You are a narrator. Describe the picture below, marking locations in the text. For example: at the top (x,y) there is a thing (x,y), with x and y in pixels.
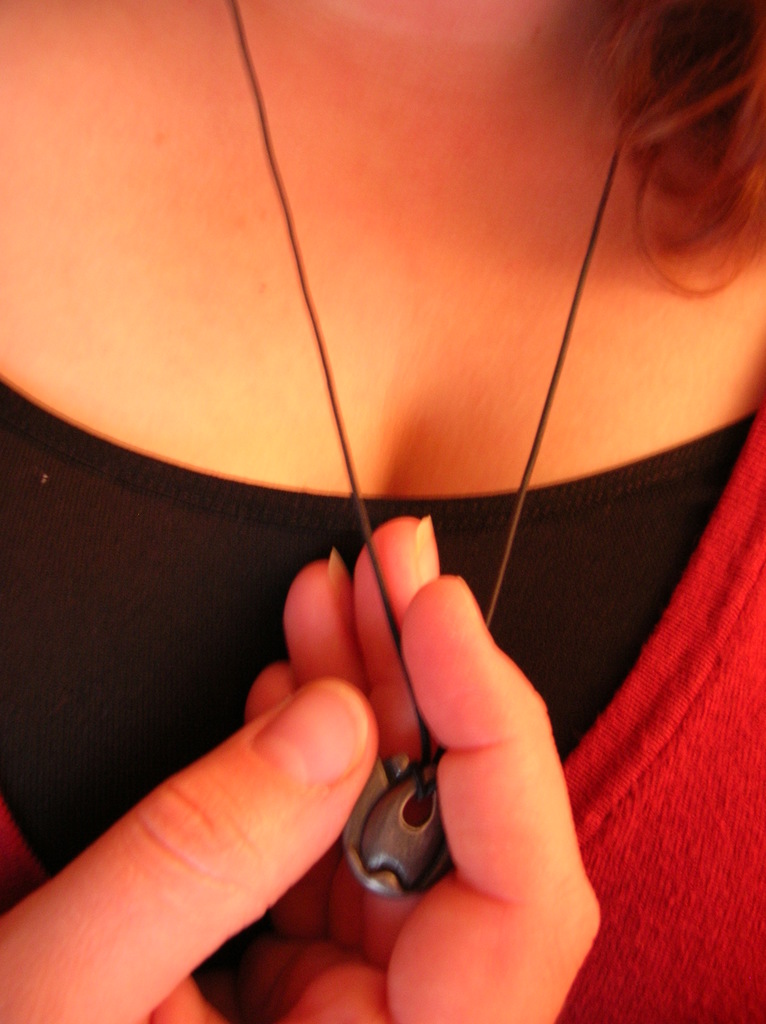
In this picture I can see a person (351,582) holding a chain (398,652) and a pendant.
